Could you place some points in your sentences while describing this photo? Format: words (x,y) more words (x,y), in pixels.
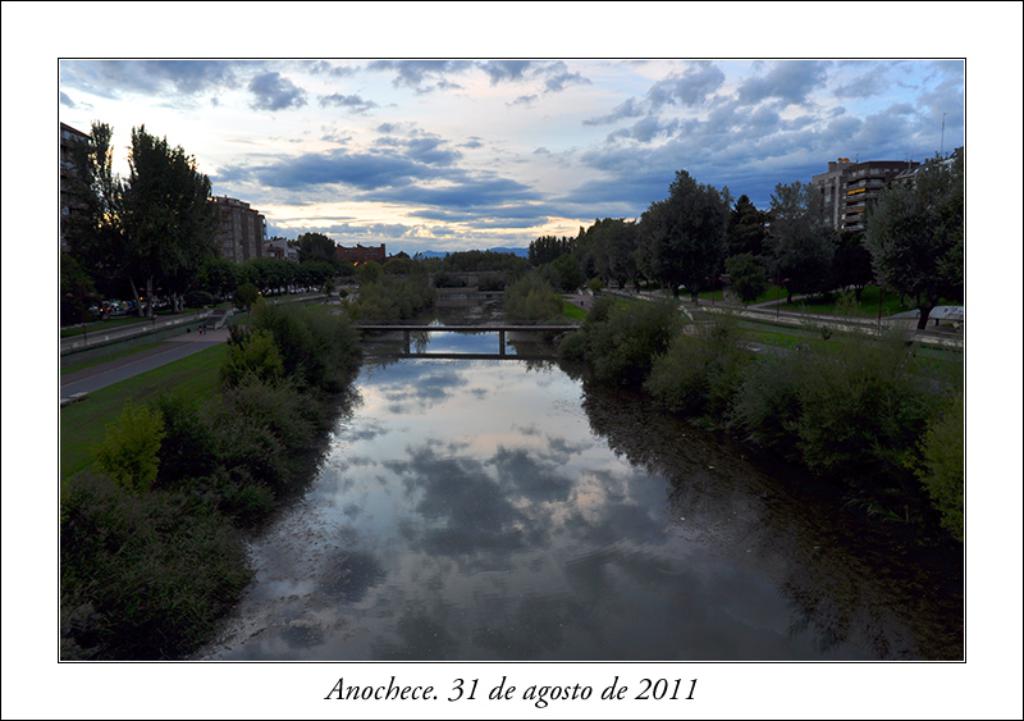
In this picture, there is a river (523,434) in the center (475,344). In both the ends there are plants (273,406), trees (514,312) and buildings (80,171). In the center (412,340), there is a bridge (402,328). On the top (529,175), there is a sky (590,174) with clouds (572,229). At the bottom (473,686) there is some text (332,689).
